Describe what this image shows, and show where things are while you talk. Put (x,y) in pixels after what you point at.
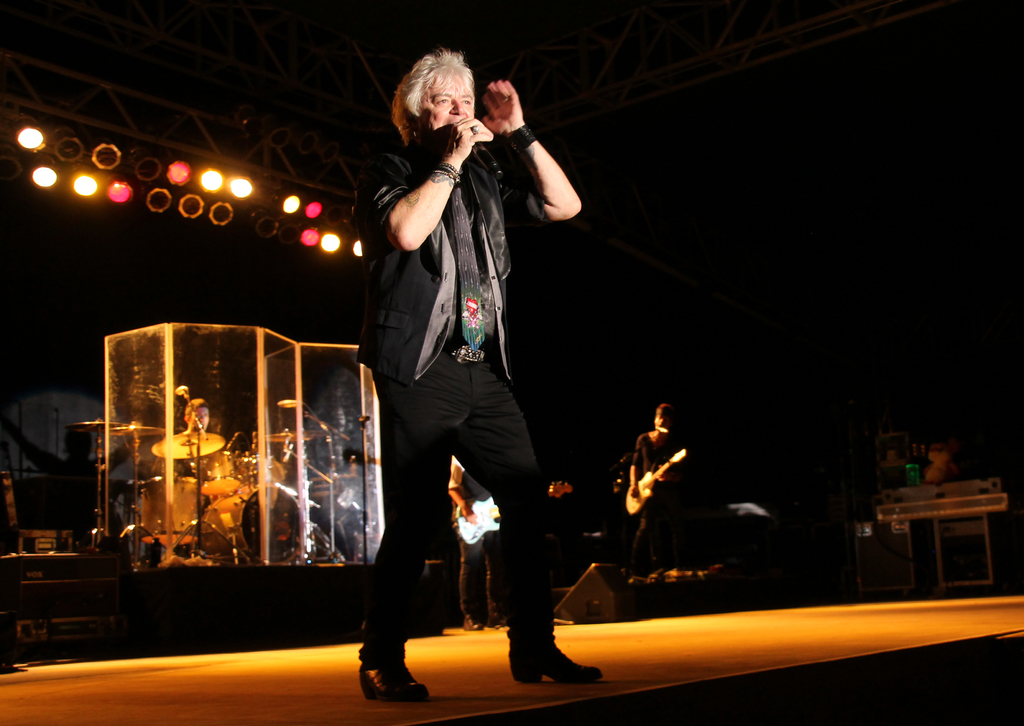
In this image we can see a person (556,215) standing and holding a mic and singing and there are some people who are playing musical instruments (186,537) and to the side we can see some speakers (955,576). We can see the stage lights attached to the poles (730,71) at the top (273,229).
